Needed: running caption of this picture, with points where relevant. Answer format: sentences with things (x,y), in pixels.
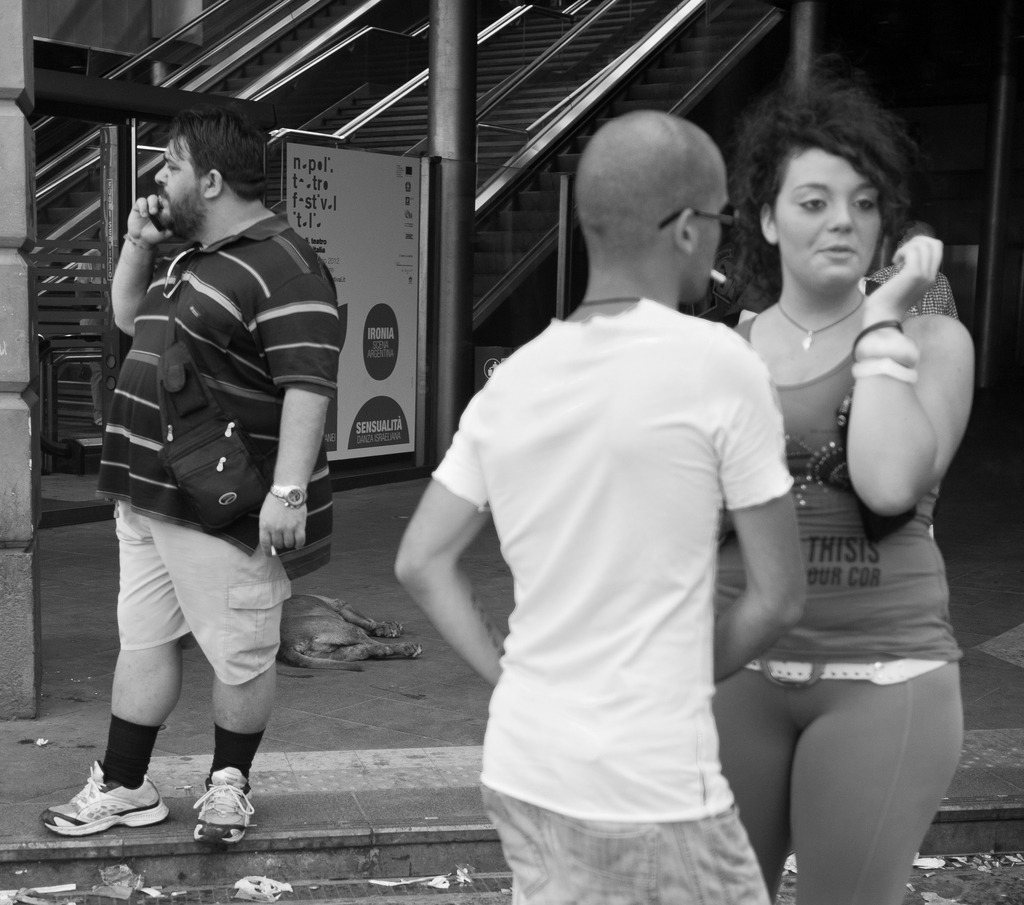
This is a black and white image. In this image, on the right side (698,502), we can see two people (758,433) man (758,433) and woman (934,459) are standing. On the left side (323,271), we can see a man (251,321) wearing a backpack (185,366) is standing on the footpath (471,719). In the background (377,200), we can see a pole (439,68), hoarding (376,213) with some text (376,328) written on it. In the background (372,41), we can also see an escalator (660,24), at the bottom (288,877), we can see a footpath (441,789), dog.
